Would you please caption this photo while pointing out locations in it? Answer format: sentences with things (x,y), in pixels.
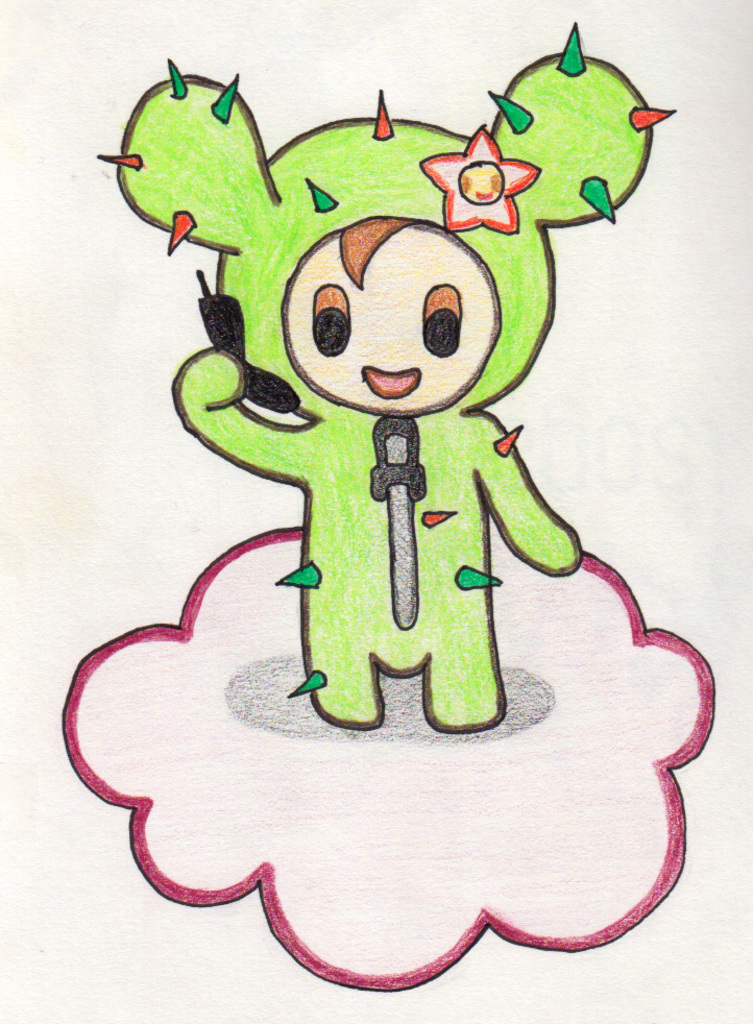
In this image there is a drawing (157,722) of a toy (221,441) in a paper (194,444).
